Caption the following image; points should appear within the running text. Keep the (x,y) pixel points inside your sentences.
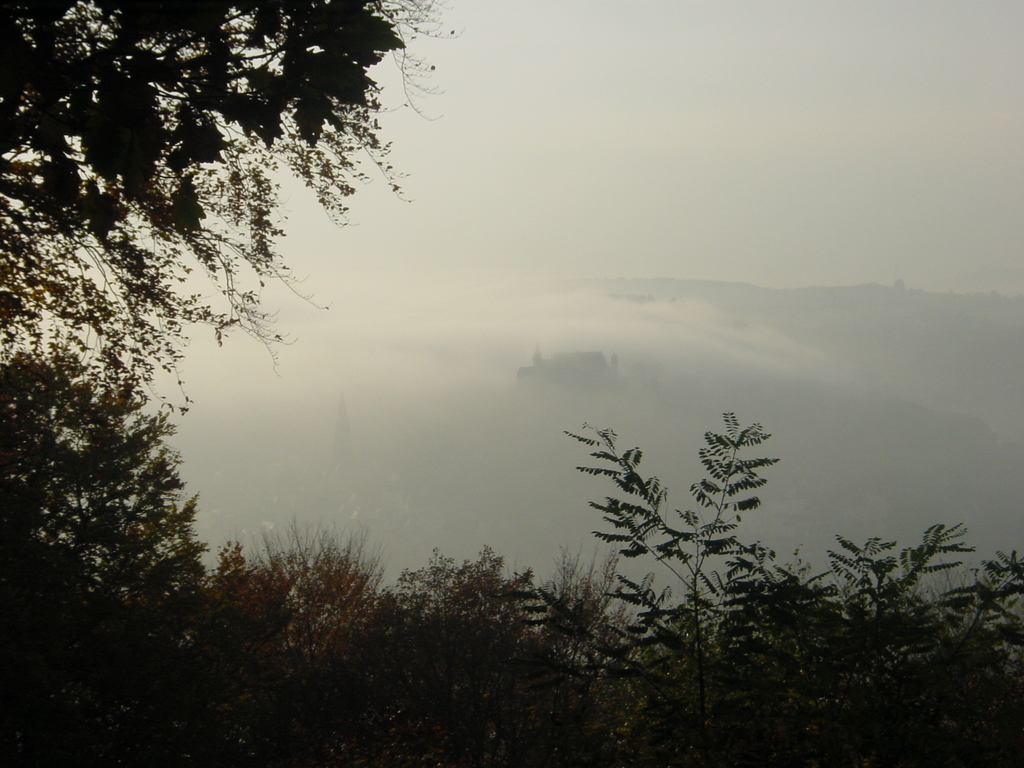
In this picture we can see plants (188,741) and leaves (127,513). In the background of the image (409,552) it is not clear and we can see the sky (655,108).
